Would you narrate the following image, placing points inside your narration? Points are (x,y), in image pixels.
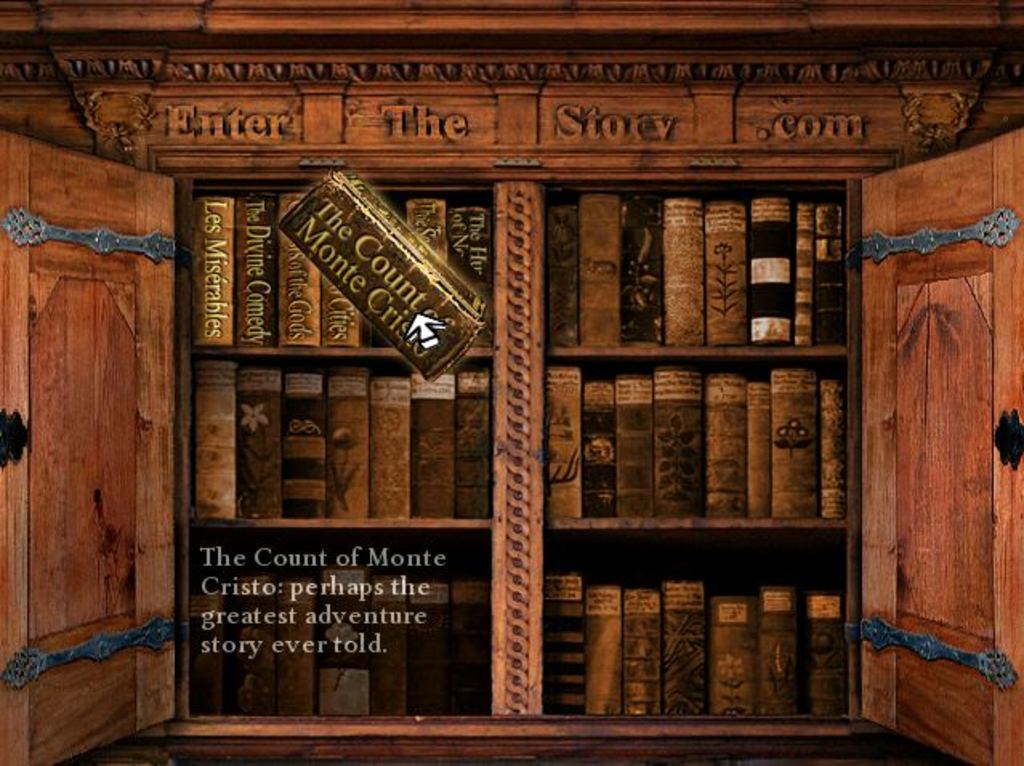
In this picture I can see a poster (380,297) and I can see few books (443,439) in the cupboard (514,369). I can see text (576,134) on the cupboard (451,92) and I can see text (292,600) at the bottom of the picture (351,591).
